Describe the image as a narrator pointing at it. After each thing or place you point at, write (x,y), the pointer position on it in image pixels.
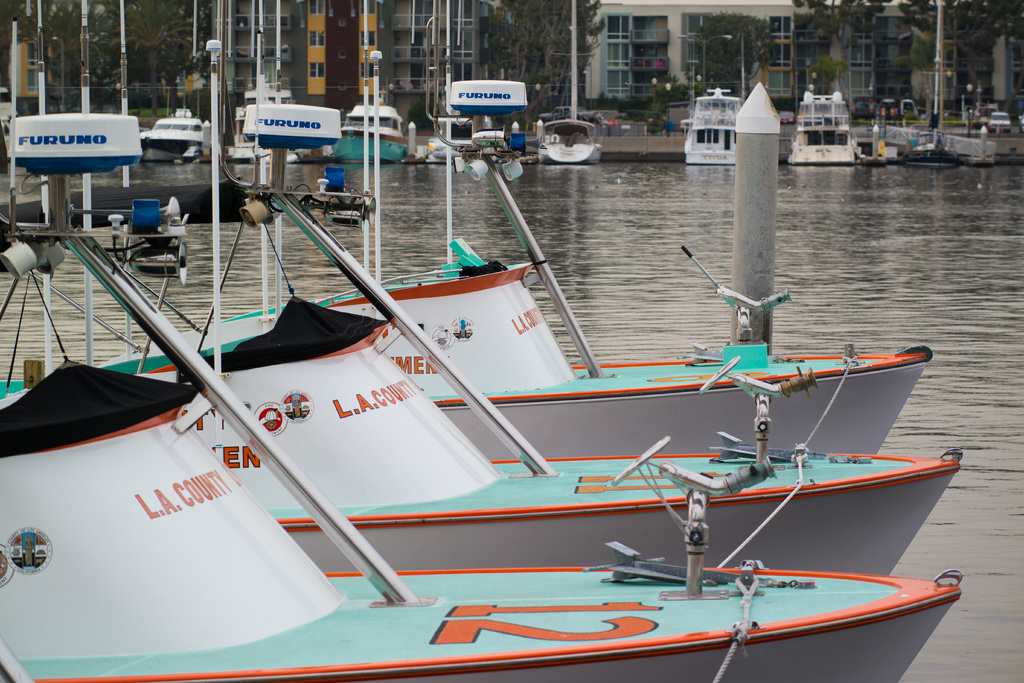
In this picture we can see boats (539,385) on the water (107,301) and behind the boats (472,144) there are trees (729,64), poles (690,88), buildings (680,74) and a vehicle (868,110) is parked on the path (954,128).
